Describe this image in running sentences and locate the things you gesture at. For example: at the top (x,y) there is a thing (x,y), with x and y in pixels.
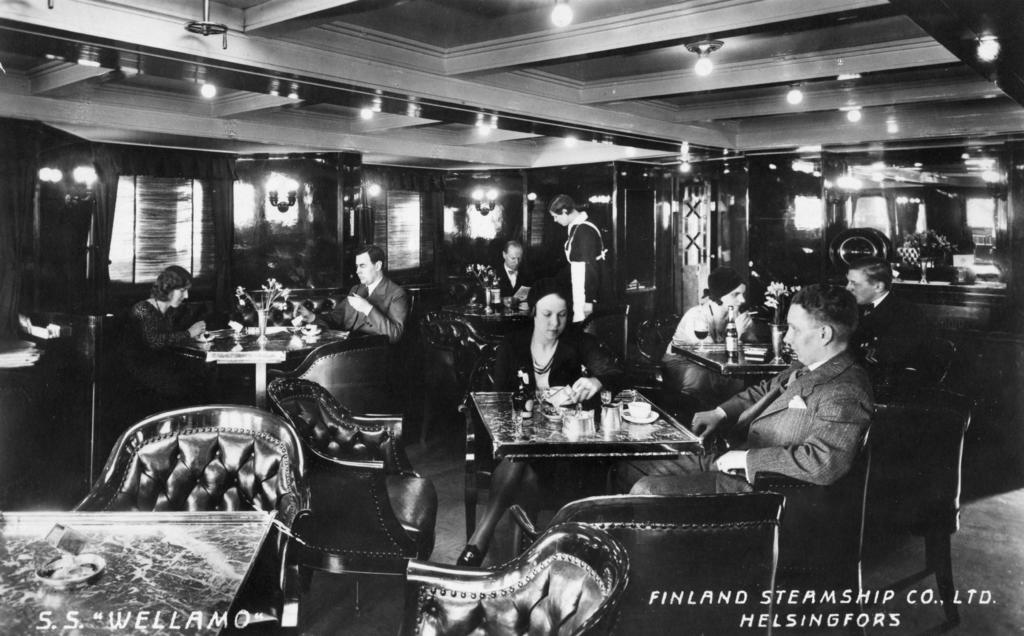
In this image I can see group of people (569,302) sitting on the chairs (765,607). I can also see a person (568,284) standing, in front (537,408) I can see few cups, papers (555,399) on the table (600,437). Background I can see few lights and the image is in black and white.
